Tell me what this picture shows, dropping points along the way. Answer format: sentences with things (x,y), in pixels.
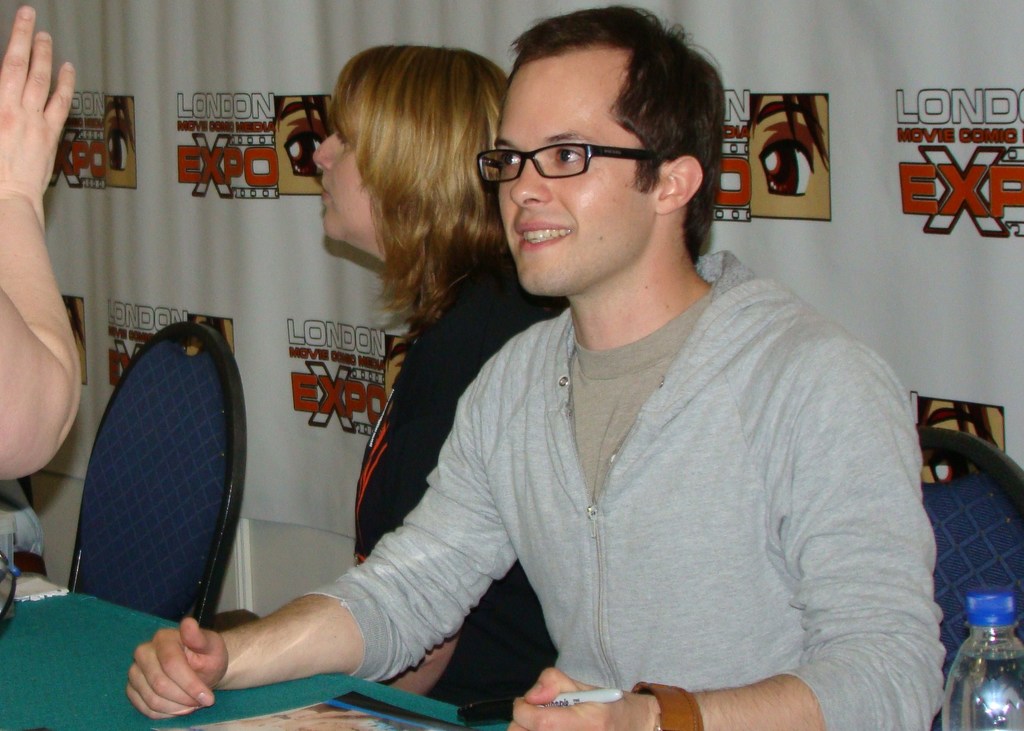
In this image i can see a man (643,474) is sitting on a chair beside a woman (415,426) in front of a table (10,635).
